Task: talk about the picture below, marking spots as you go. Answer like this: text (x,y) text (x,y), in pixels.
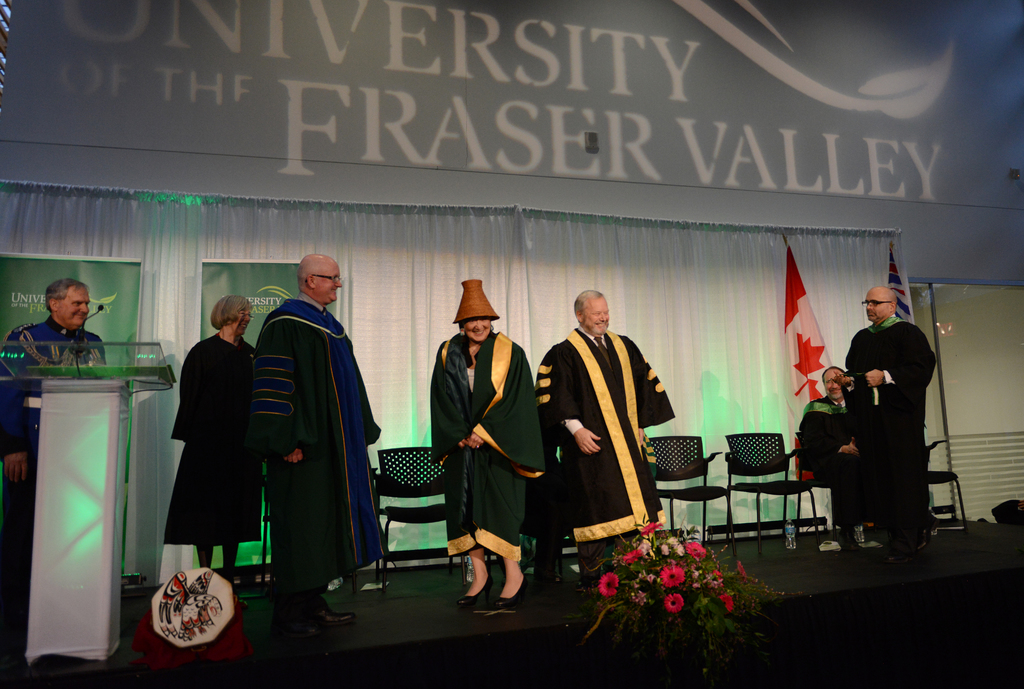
In the image there are many old people (442,407) standing on the stage (849,567) with a graduation coat (361,464), behind them there is curtain (680,516) with chairs (733,446) in front of it and a flag (823,369), at the very front there is a flower vase (650,633) on the stage (443,625).
